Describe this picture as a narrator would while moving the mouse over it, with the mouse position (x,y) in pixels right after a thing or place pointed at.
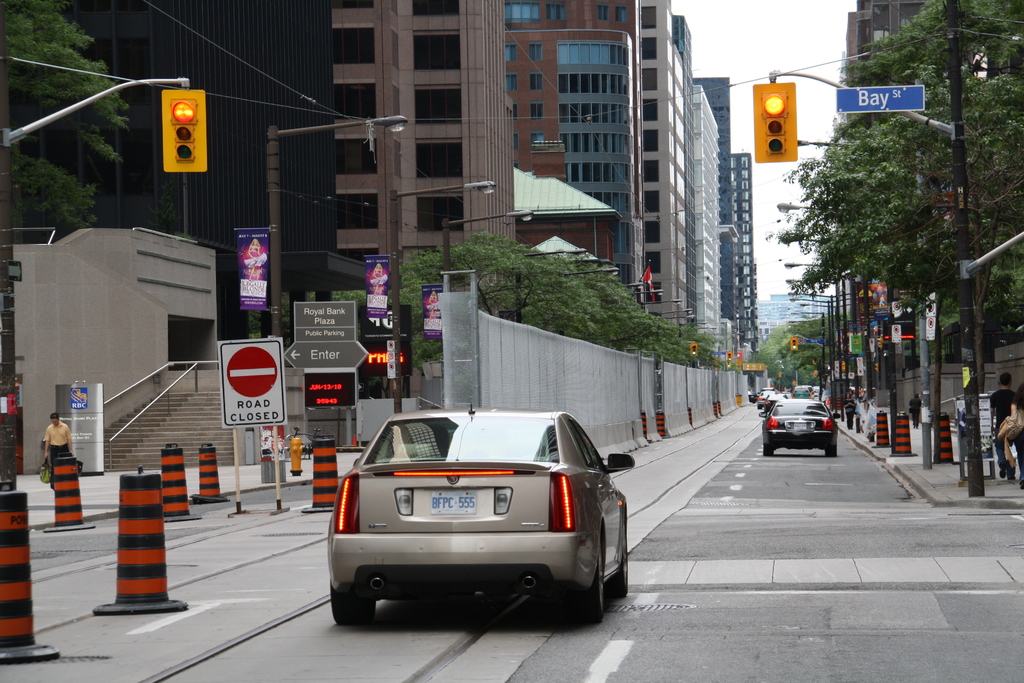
In the image there is a road (735,500) and on the road (762,441) there are few vehicles (795,417), there is a wall (543,365) on the left side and on the right side (980,410) there are many street lights (924,421) and a traffic signal pole (775,139), behind those street lights (971,311) there are many trees (920,183) and on the left side (248,44) there are a lot of buildings (473,123) and in front of those buildings (361,258) there are street lights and there are some posters (267,244) attached to those poles (393,260).
